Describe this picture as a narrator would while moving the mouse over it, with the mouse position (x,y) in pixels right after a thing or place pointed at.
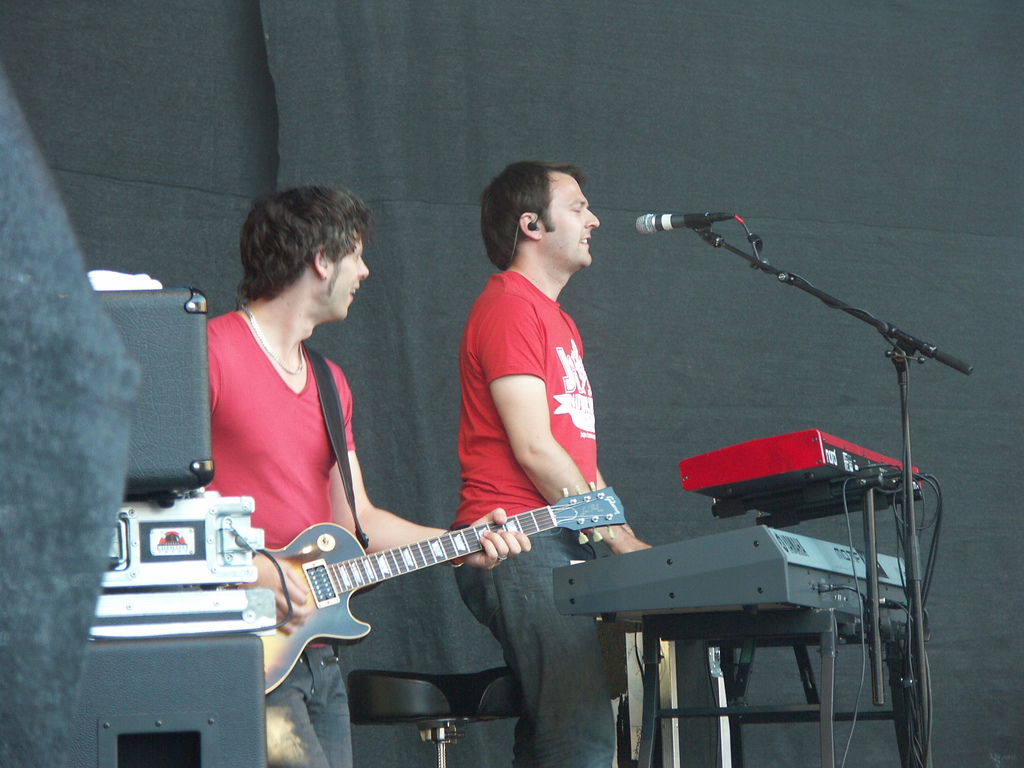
In the center (472,447) we can see two persons (487,386). The left person (291,392) holding guitar (347,544) and the right person (536,382) he is holding key board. in front of him we can see microphone (671,220) and around them we can see some musical instruments (156,370).
